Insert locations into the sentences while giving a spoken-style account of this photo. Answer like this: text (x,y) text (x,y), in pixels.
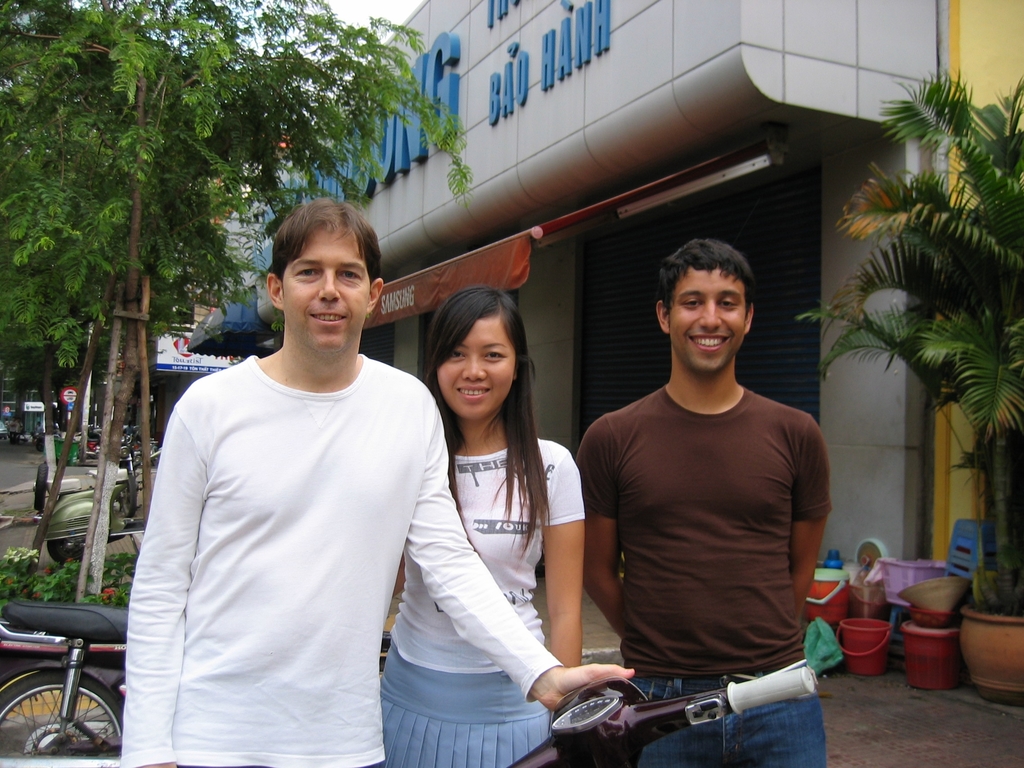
In the center of the image (504,341) we can see three people (290,492) are standing and smiling. In the background of the image (67,680) we can see the trees (43,222), buildings (610,296), boards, motorcycles (125,495), plants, buckets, baskets (888,577), pot (1004,636), plant (986,260). At the bottom of the image (1004,737) we can see the floor (860,758). On the left side of the image (2,448) we can see the road (20,450). At the top of the image (339,2) we can see the sky (347,20).
